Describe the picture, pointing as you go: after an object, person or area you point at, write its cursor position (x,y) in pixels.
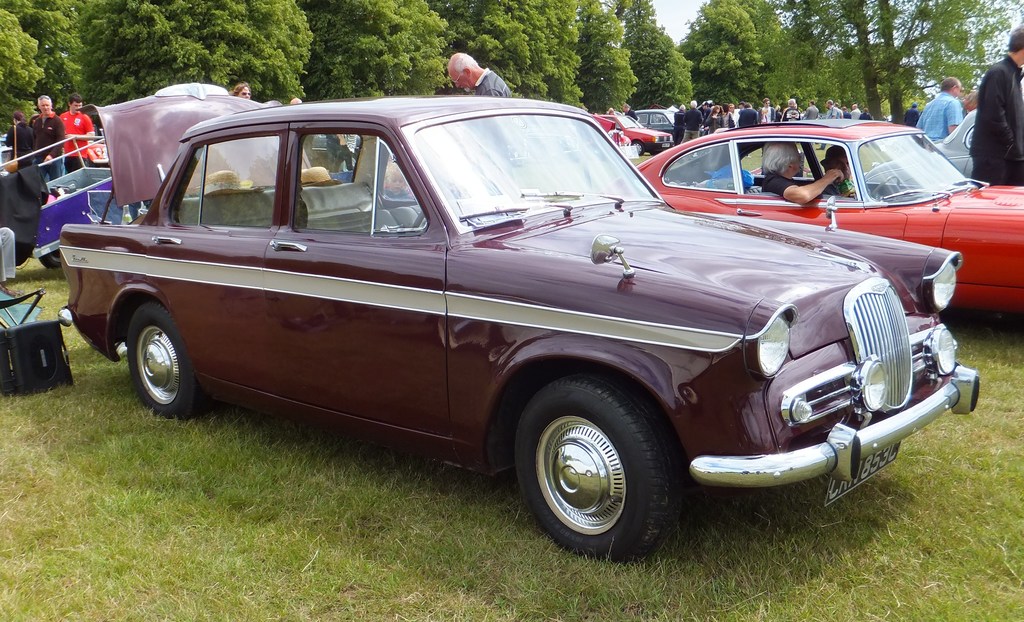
In the foreground of the picture (506,203) there are cars (883,161), people (927,127), grass (80,416) and other objects (31,367). In the center of the picture (613,218) there are people (77,128), cars (638,118), trees (902,67) and other objects (30,198). In the background (518,52) there are trees (573,32).
